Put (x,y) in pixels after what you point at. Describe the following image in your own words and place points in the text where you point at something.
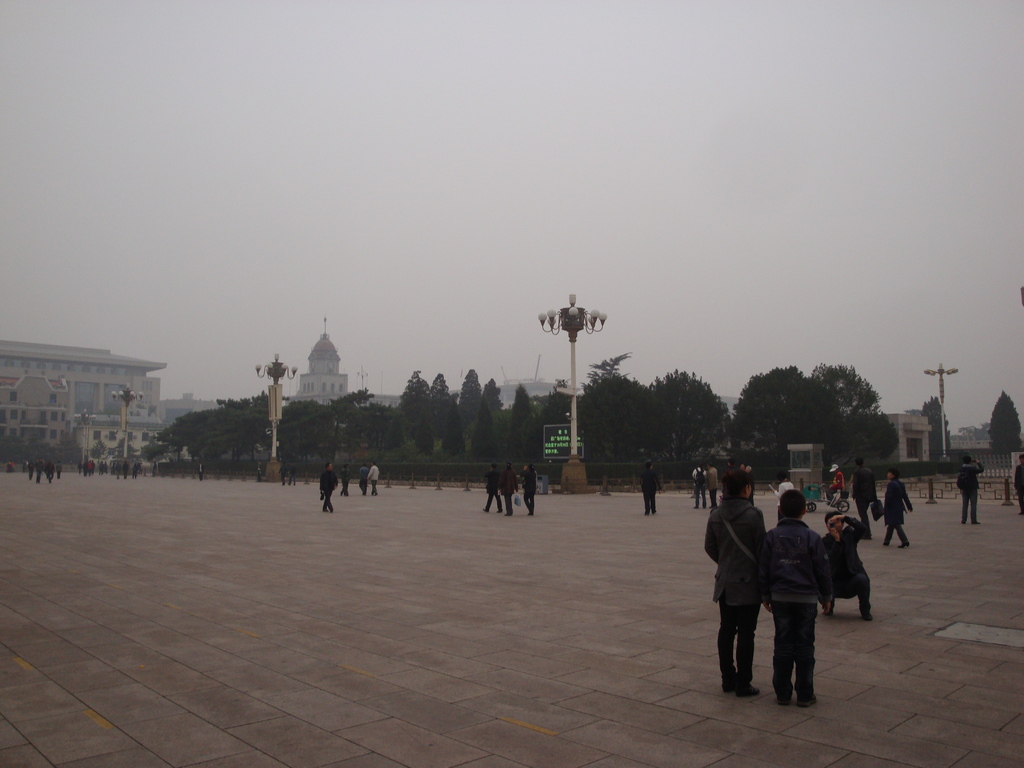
In this image we can see land (279,621). On land (279,621) people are standing and walking. Behind it buildings (76,413) and trees (437,423) are present. In front of the trees (279,432) three white color poles (271,418) with lights (579,315) are there.
